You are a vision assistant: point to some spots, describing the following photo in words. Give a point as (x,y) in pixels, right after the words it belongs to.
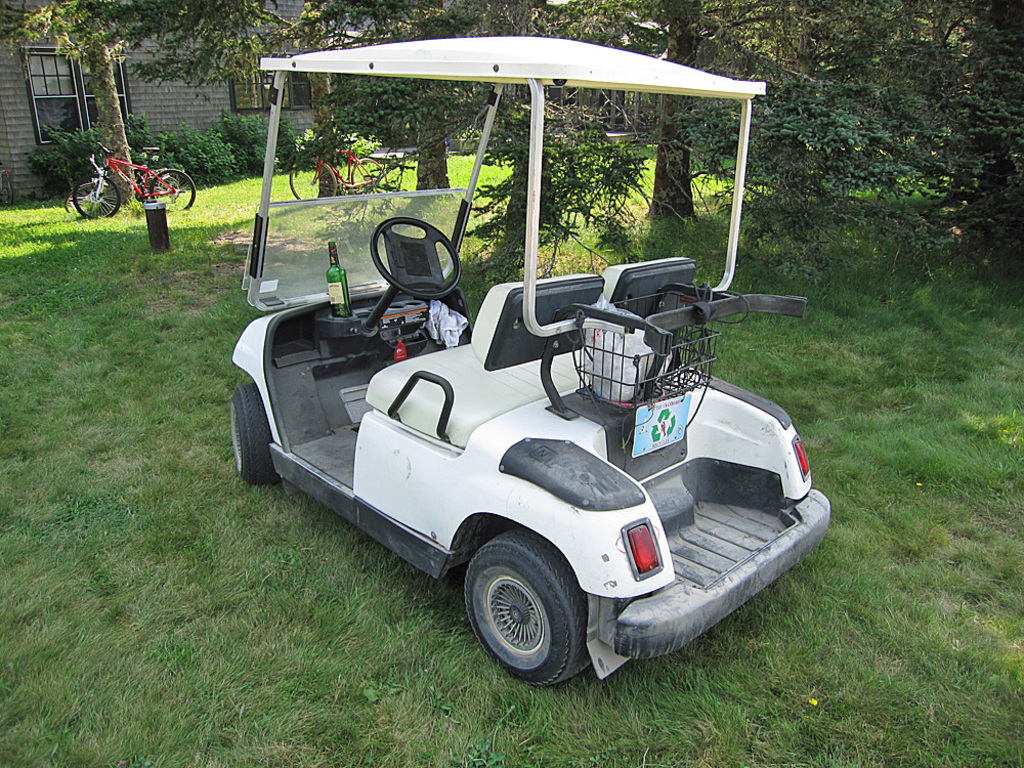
In this picture I can see vehicles (309,288) on the grass (174,219), there are plants (231,169), trees (970,8) and it is looking like a house (55,76).
